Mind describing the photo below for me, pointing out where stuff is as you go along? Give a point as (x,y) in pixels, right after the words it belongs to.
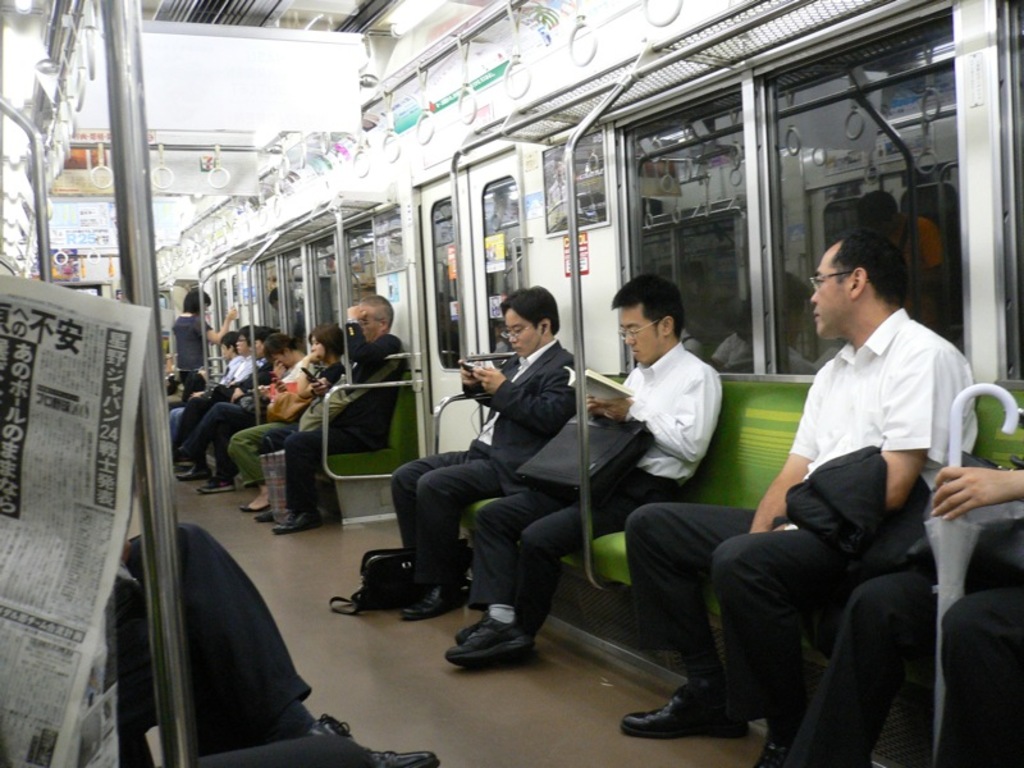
This is inside of the train (397,441), we can see people (842,436) sitting on benches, left side of the image (0,415) we can see paper (66,379). We can see rods (154,446), door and glass windows (326,315).
